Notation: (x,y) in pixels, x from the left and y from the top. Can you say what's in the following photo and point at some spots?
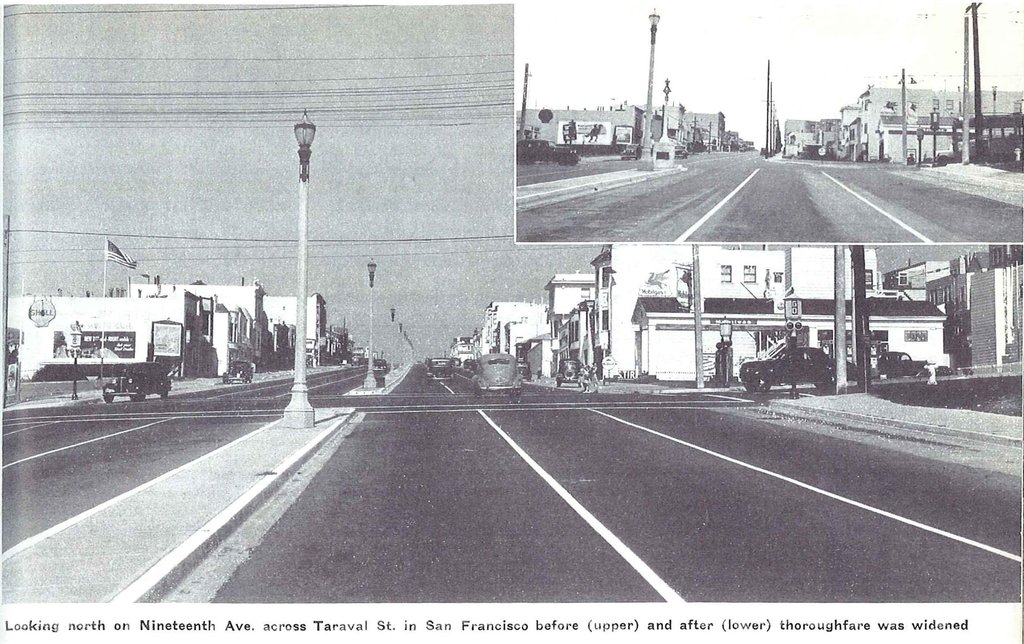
This is a black and white collage picture. In these pictures, we can see the roads (415,455), poles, buildings (984,351), plants (985,381), vehicles (150,387), flag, street lights (650,155) and some objects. We can see the text (80,623) at the bottom of the image (50,626).
